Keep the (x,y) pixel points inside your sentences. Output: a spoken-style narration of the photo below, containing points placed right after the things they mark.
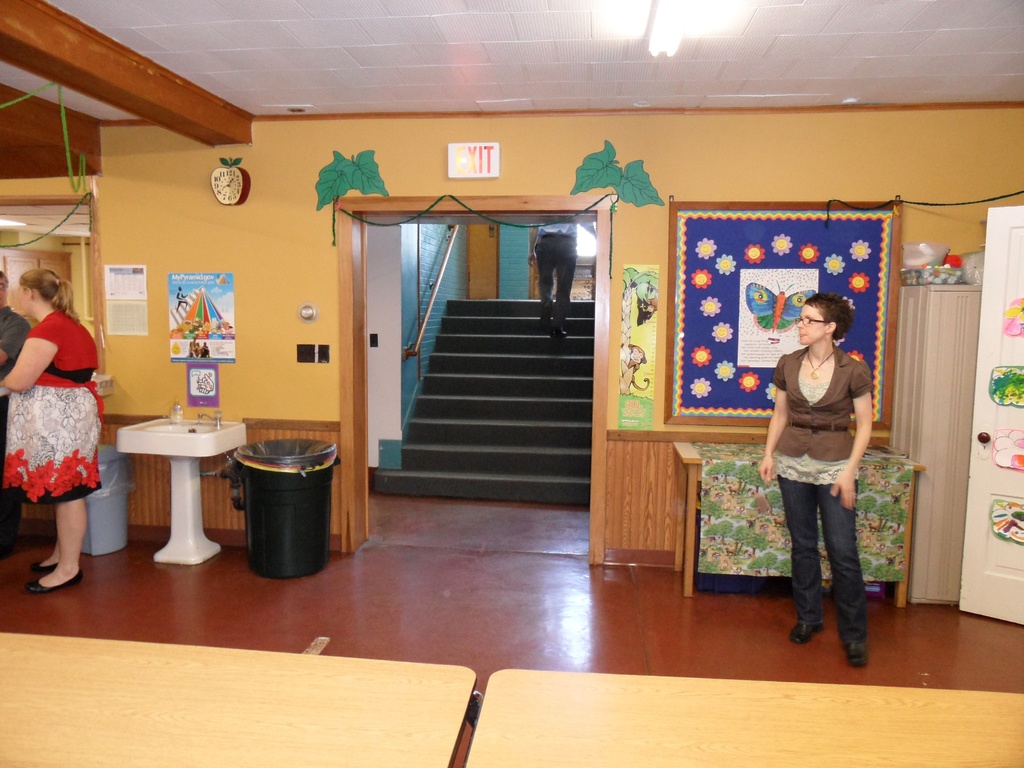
In the image there is a woman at left side (33,348) and a man (556,296) going up the steps (479,490) in the middle (559,276) and there is a woman (832,331) stood on the right side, there is a wash basin (188,447) and beside its a dustbin (271,484) and over the top wall (250,210) there is a clock (234,188). On the ceiling (626,43) there are lights (660,40).
